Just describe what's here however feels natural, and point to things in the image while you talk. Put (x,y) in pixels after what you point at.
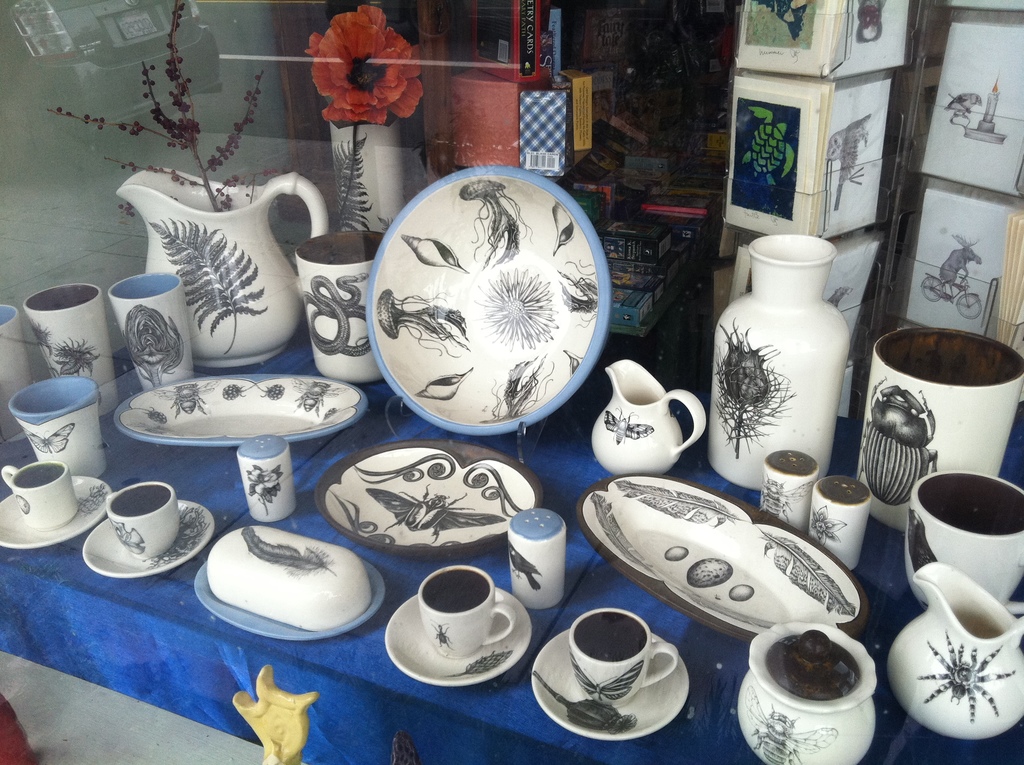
In this image we can see a group of ceramic objects (382,374) on a table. Behind the table (371,418), we can see a rack (889,217). On the rack (757,178) we can see cards (793,139) with sketches (849,178). At the top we can see few objects (173,45).
